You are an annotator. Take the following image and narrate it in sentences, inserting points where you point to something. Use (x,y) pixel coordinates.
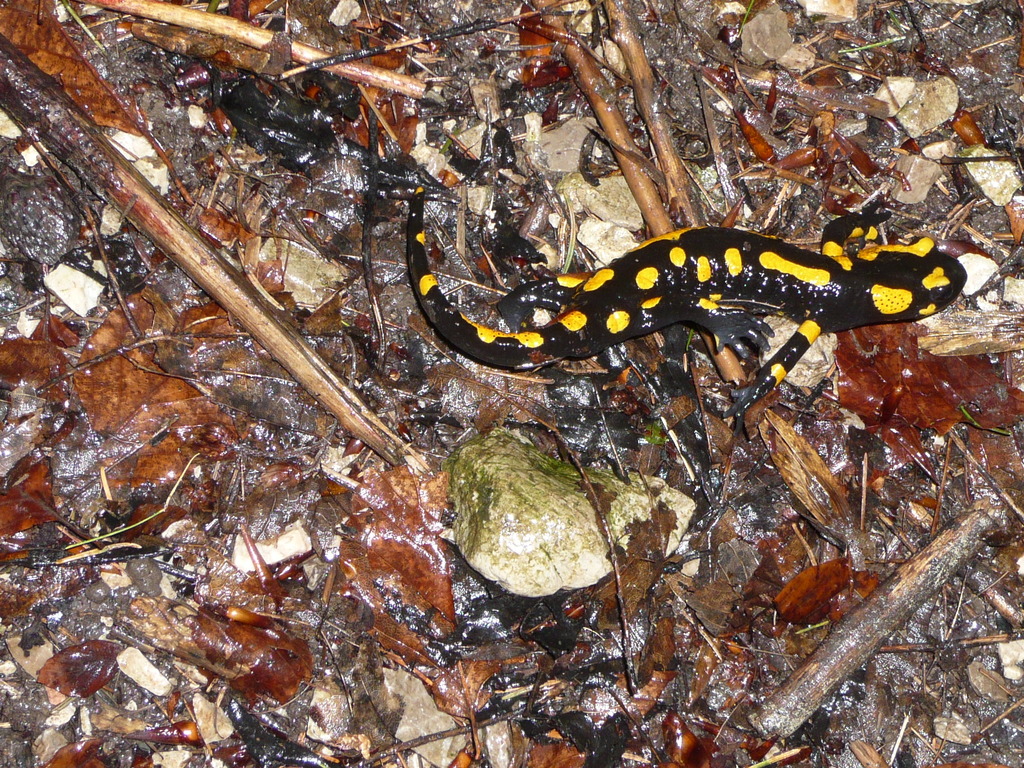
There is a salamander (698,254) in black and yellow color combination on the ground (921,320) on which, there are dry leaves (156,301), sticks (116,289) and stones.
